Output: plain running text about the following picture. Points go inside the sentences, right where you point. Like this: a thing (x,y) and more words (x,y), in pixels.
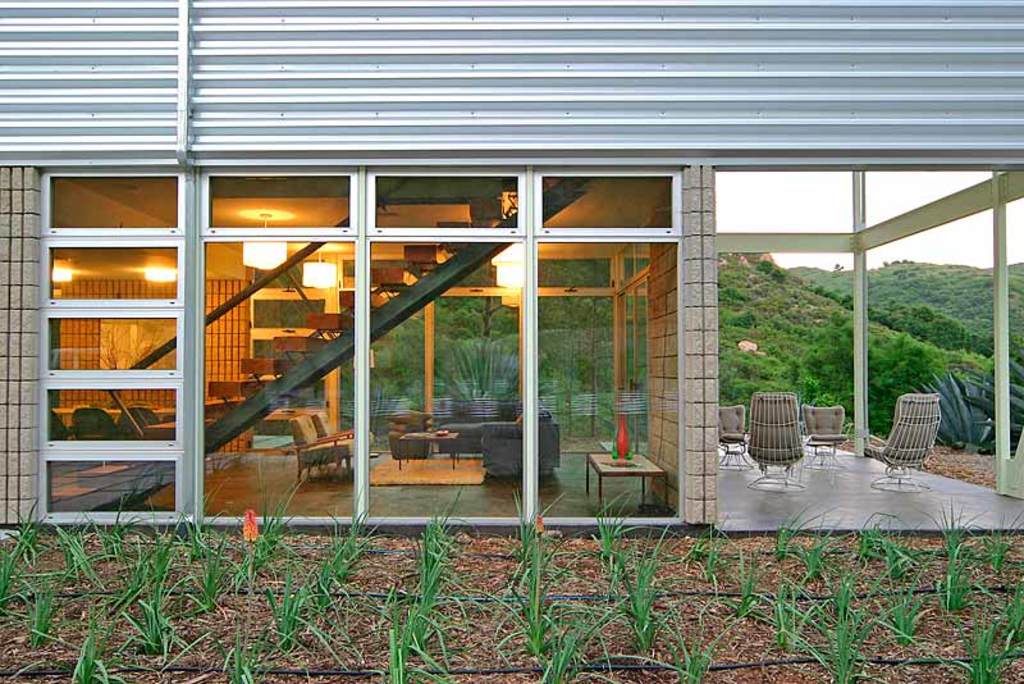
In the picture we can see a house building (340,519) with glass walls (638,425) and inside we can see steps (311,370), and some chairs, tables (438,430) and to the ceiling (600,197) we can see lights (509,261) and outside the house (717,468) we can see some chairs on the path (770,522) and beside the house (713,452) we can see some plants (946,530) on the muddy path (763,560) and in the background (591,332) we can see a hill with plants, and trees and sky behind it.
